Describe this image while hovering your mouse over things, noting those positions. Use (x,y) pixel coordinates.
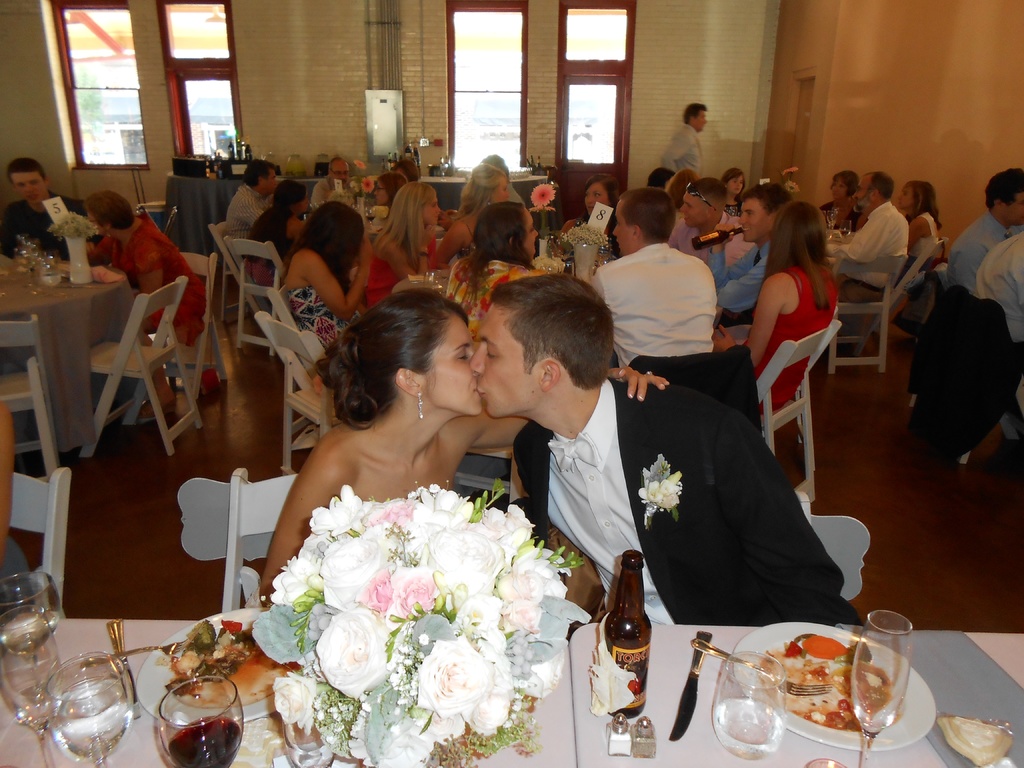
In this image there are a group of people (326,456) who are sitting on chairs (301,396), and in front of them there are some tables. On the tables (552,719) there are some plates (916,726), spoons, knives (133,684), glasses (107,693), flowers (364,684) and bottles (615,652) and in the background (348,95) there are some windows (570,101) and wall (335,129). On the right side (860,121) there is a wall (866,123).
